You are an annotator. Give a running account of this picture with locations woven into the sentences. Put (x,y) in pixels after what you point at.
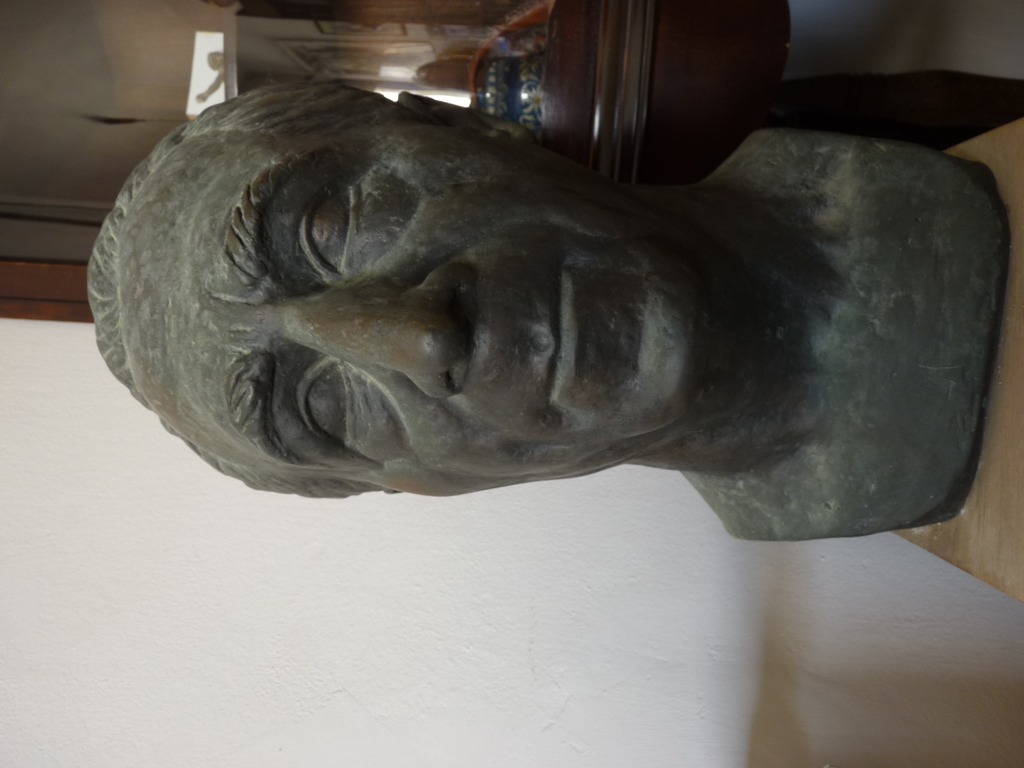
In this image we can see a sculpture (695,353) on an object (1004,315). In the background of the image (439,1) there are wooden objects (690,103) and other objects (506,110). At the bottom of the image (545,627) there is the white surface (612,658).
